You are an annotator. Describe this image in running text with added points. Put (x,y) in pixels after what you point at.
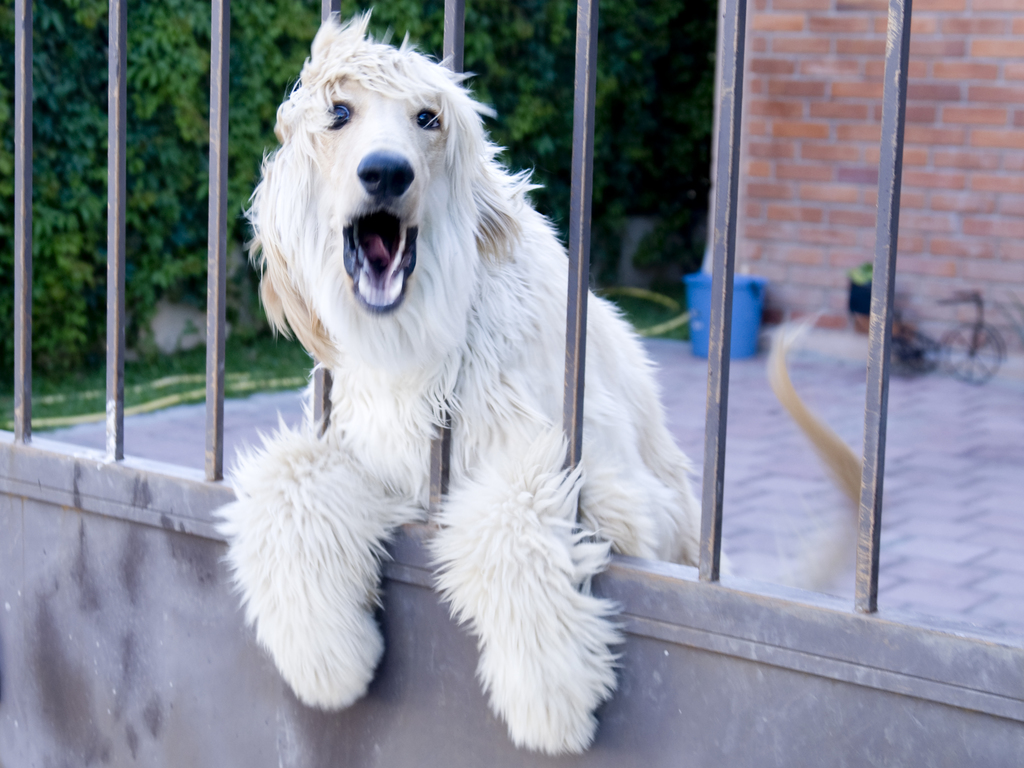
In the middle of this image (400,303), there is a white color dog (436,146), holding a gate (682,591) keeping its face (418,100) in the hole (390,88) of a fence (582,51) of the gate (587,67) and opened its mouth (373,256). In the background (737,256), there is a brick wall (789,276) of a building (765,273), a floor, a blue color bucket (757,283), a pipe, there are trees (687,270) and grass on the ground (98,380).
